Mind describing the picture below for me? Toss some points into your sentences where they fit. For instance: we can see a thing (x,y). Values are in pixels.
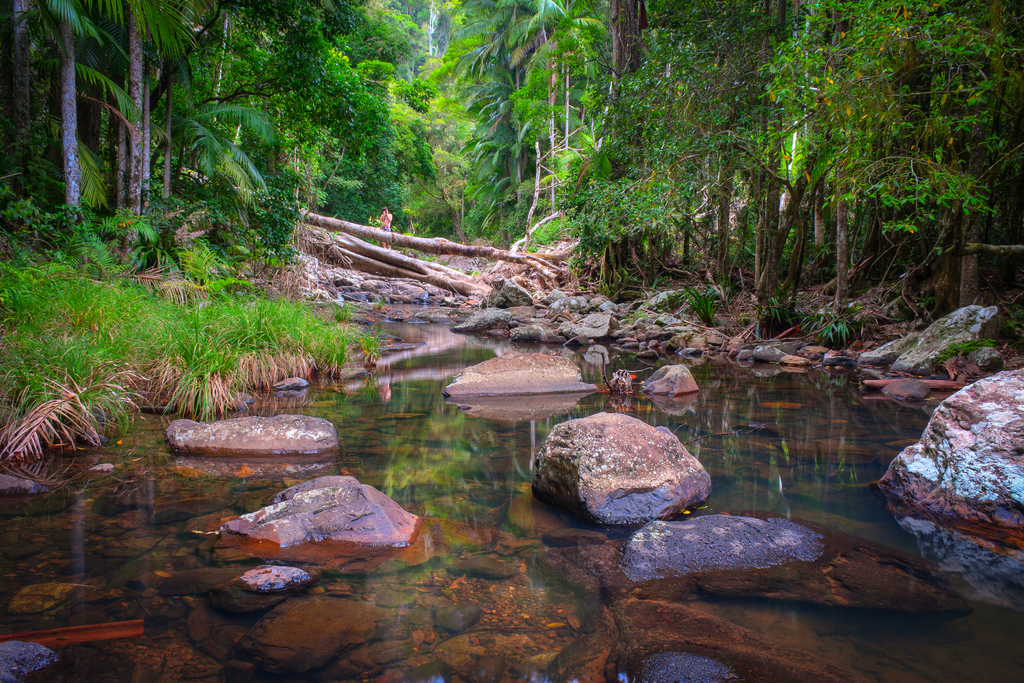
In this image we can see a person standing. We can also see a water body (494,498), some stones (702,491), rocks (679,481), the bark (446,243) of the trees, grass (283,362), plants (424,224) and a group of trees (845,257).
